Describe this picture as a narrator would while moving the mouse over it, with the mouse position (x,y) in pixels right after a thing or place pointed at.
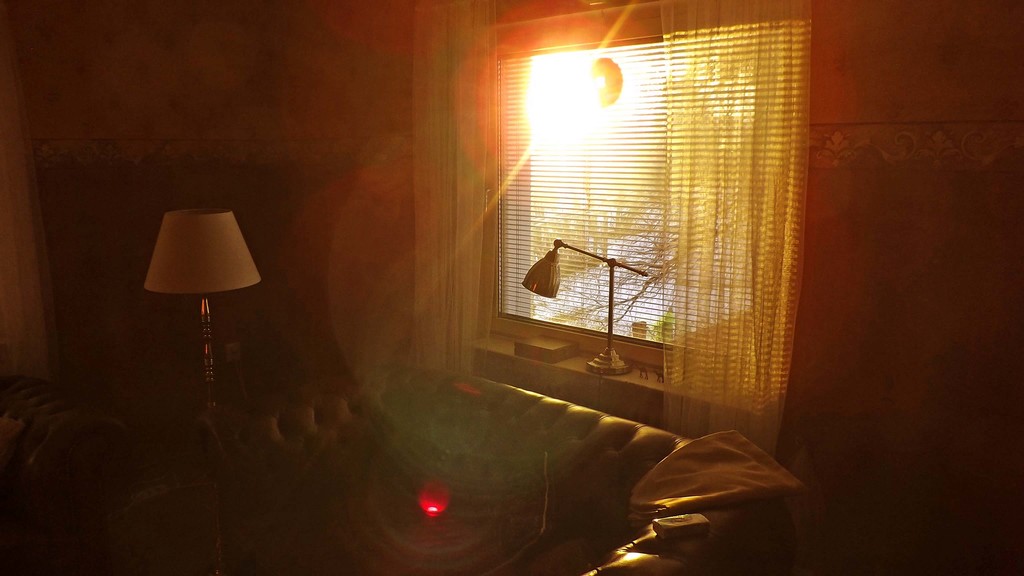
In this image we can see sofa (459,521). There is a table lamp (206,367). Also there is a window (568,175) with curtains (696,304). Near to the window (621,307) there is another lamp (552,288). Also there are few other things (660,464). And there is light (505,188).
